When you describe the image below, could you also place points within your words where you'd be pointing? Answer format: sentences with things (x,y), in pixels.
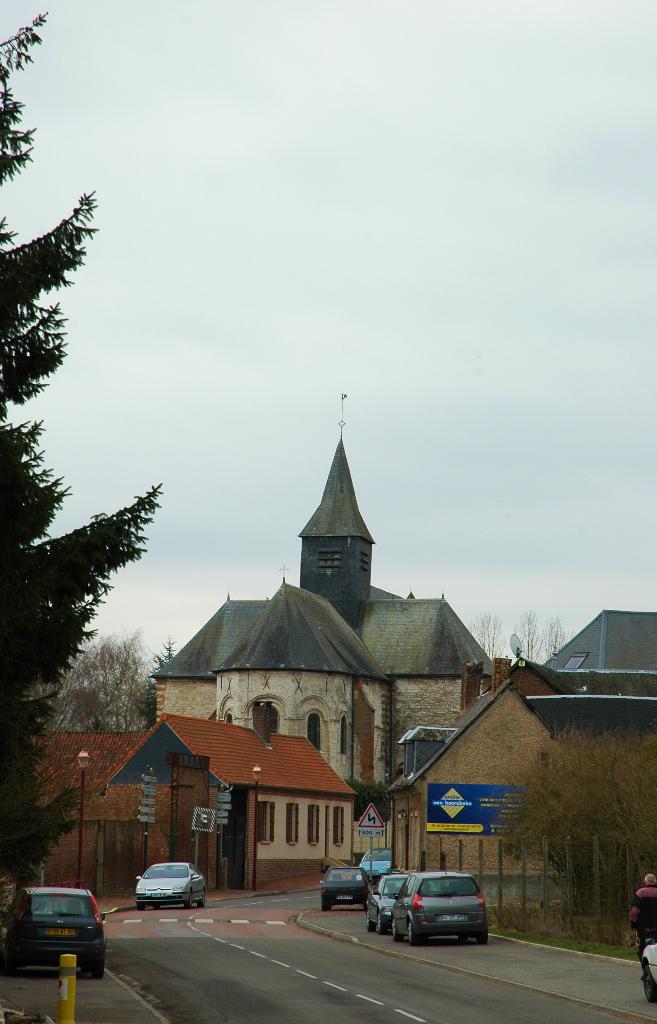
At the bottom of the image (65,1003), we can see vehicles (22,892), roads (444,988), trees (630,860), poles (544,863), banner (488,806), sign boards (382,826), houses (251,837) and person (648,893). Background (176,409) we can see the sky (337,305).
